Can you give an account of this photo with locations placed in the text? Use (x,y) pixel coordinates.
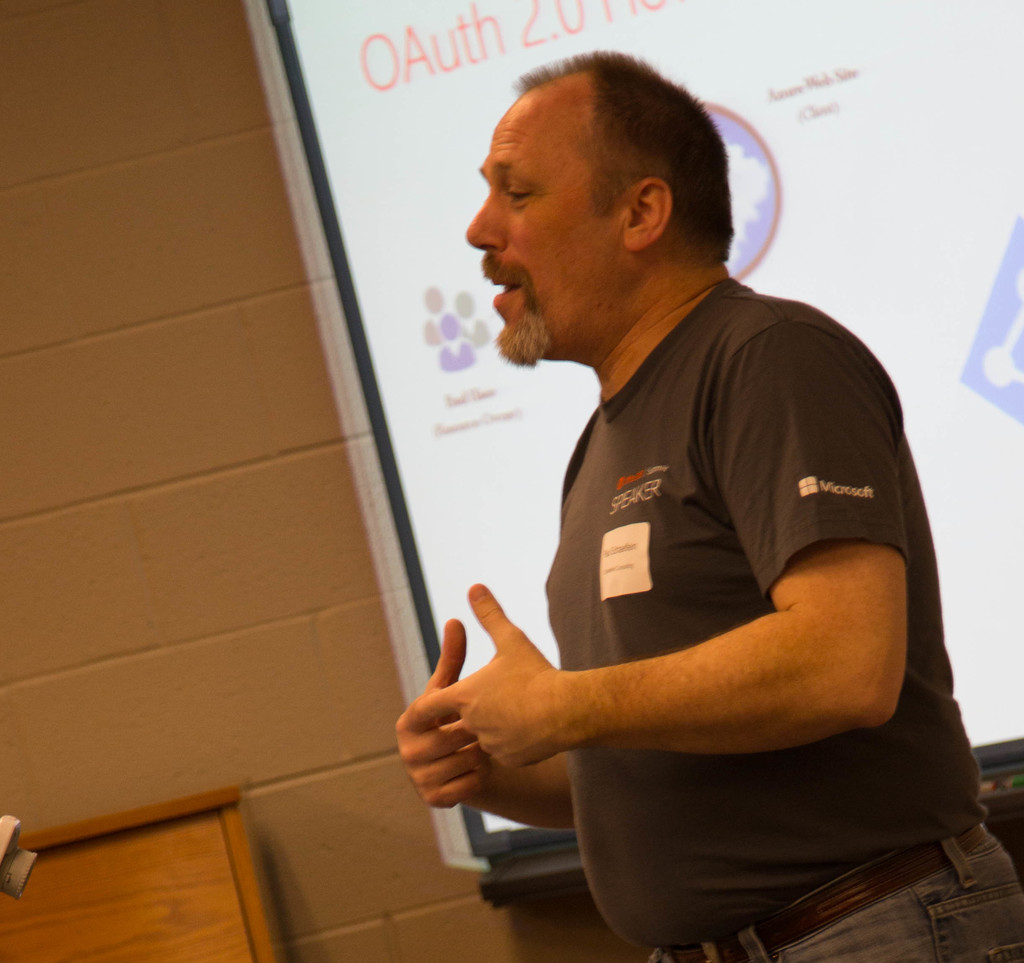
There is a person (606,134) in black color t-shirt (816,432) standing and speaking. In the background (370,110), there is a white color screen (387,195) near wall (291,578) and a wooden object (244,861).
